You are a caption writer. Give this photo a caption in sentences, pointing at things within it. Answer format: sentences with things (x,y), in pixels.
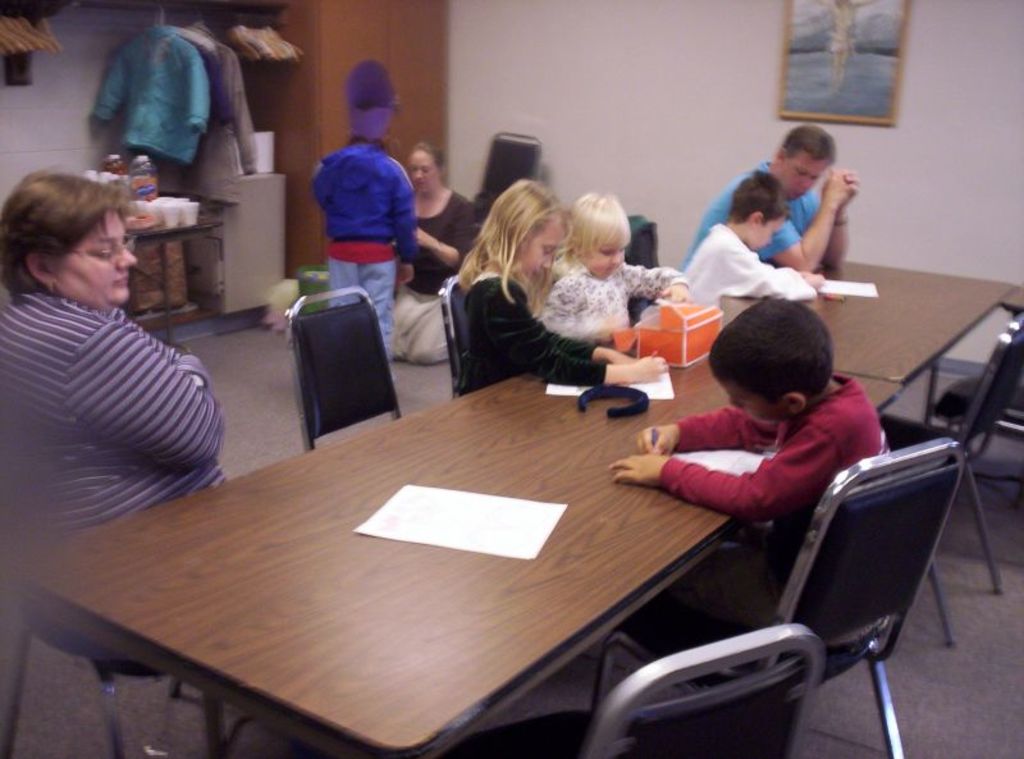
There are group of children (607,256) sitting in chairs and writing something on a paper (690,456) which is on the table (680,397) and there are two person (91,339) sitting at the first and last of the table (544,430) and there are two other persons (406,205) in the background (403,211).
